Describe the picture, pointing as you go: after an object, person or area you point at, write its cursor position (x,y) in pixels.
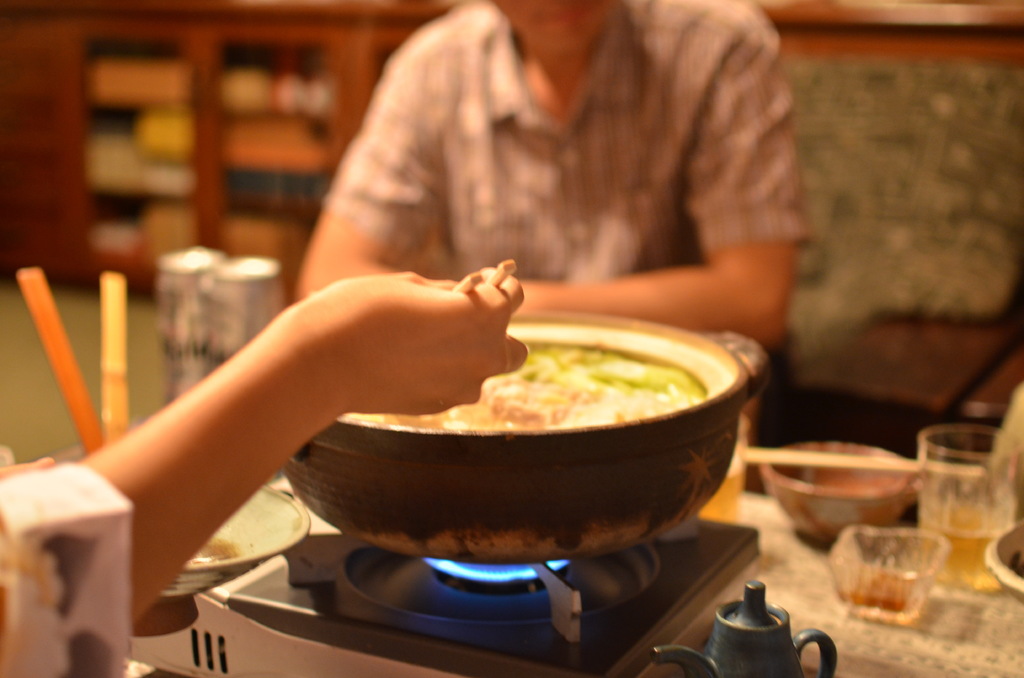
This is a zoomed in picture. In the foreground (708,615) there is a table (867,641) on the top of which some items (862,542) are placed and we can see a utensil (632,485) placed on the stove (390,586). On the left corner (259,373) there is a hand (476,316) of a person (398,328) cooking some food (576,396) in a utensil (590,464). In the background (70,89) we can see a wooden cabinet (205,100) containing some items (177,114) and a person (771,217) seems to be sitting.
